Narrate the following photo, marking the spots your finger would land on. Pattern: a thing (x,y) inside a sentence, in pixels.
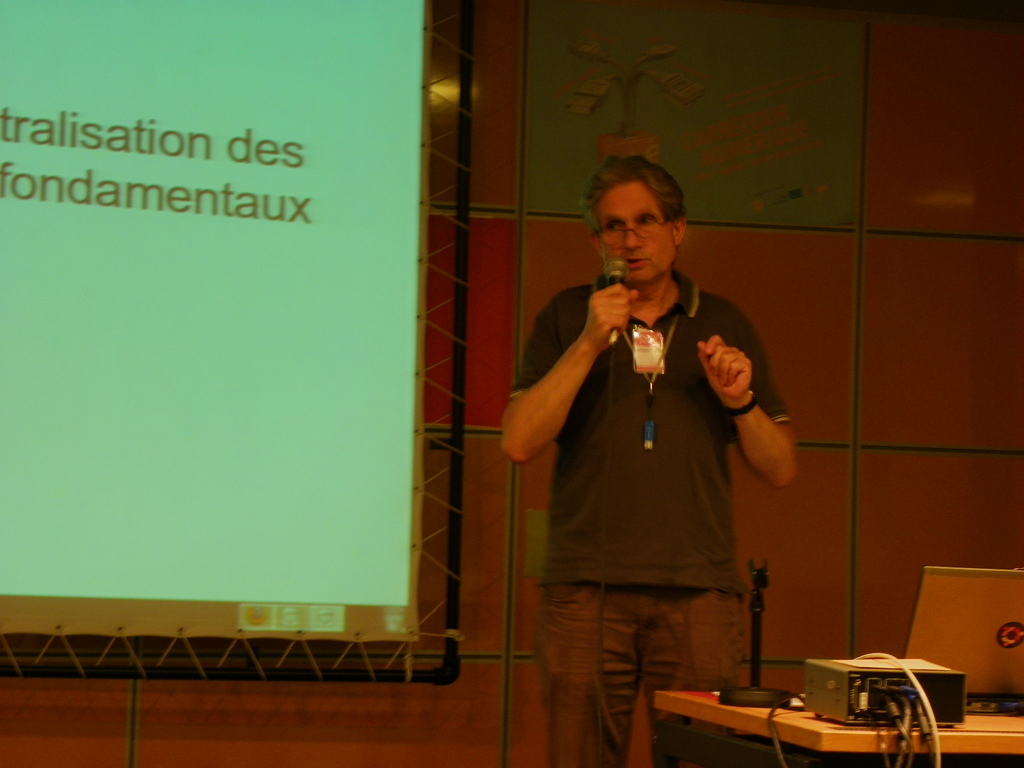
In the center of the image (635,339) we can see a man (626,348) standing and holding a mic (612,285) in his hand (628,304). At the bottom (973,728) there is a table (995,722) and we can see a laptop (969,671), projector (948,697) and an object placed on the table (797,716). On the left (157,617) there is a screen (327,412). In the background (433,198) there is a wall (840,498).
